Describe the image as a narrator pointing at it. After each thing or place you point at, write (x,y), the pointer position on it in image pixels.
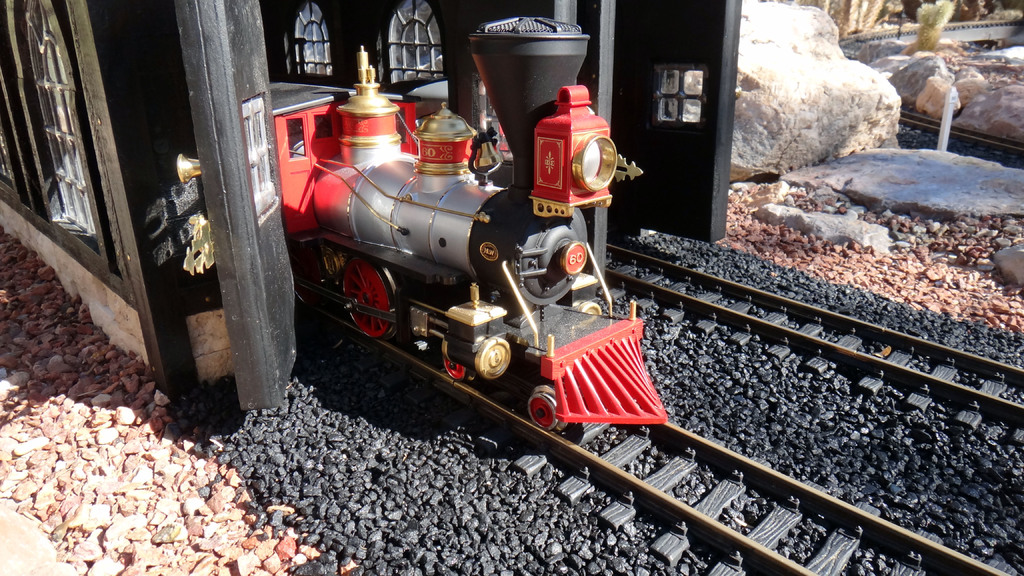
In this picture I can see there is a toy of a train (449,350) and there is a building (90,138), with windows (63,127) and there is a train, moving on the track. There are few rocks (871,191) at left (35,556) and right side (840,174).
